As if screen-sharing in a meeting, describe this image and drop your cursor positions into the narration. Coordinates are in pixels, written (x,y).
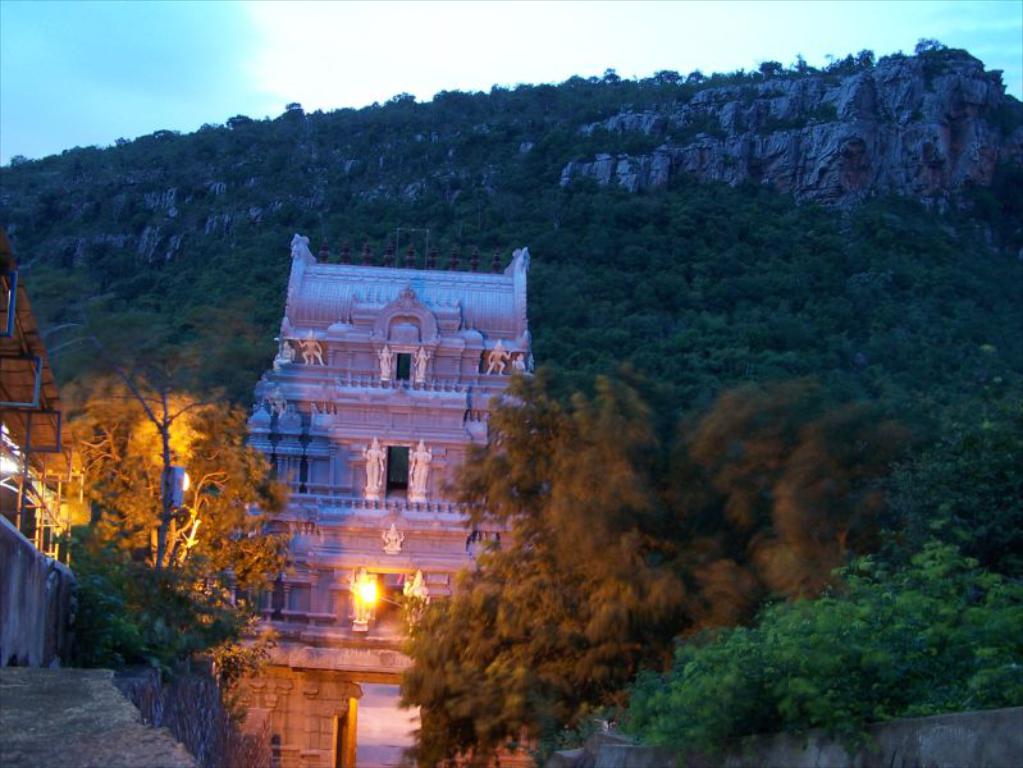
In this image there is a temple (401,561). There are sculptures (372,450) on the wall (350,352) of the temple (330,396). On the either sides of the image there are trees (629,598). There are street lights (184,484) in the image. In the background (380,145) there are mountains (741,147). There are trees (242,169) on the mountains (138,243). At the top (372,38) there is the sky (307,42).
